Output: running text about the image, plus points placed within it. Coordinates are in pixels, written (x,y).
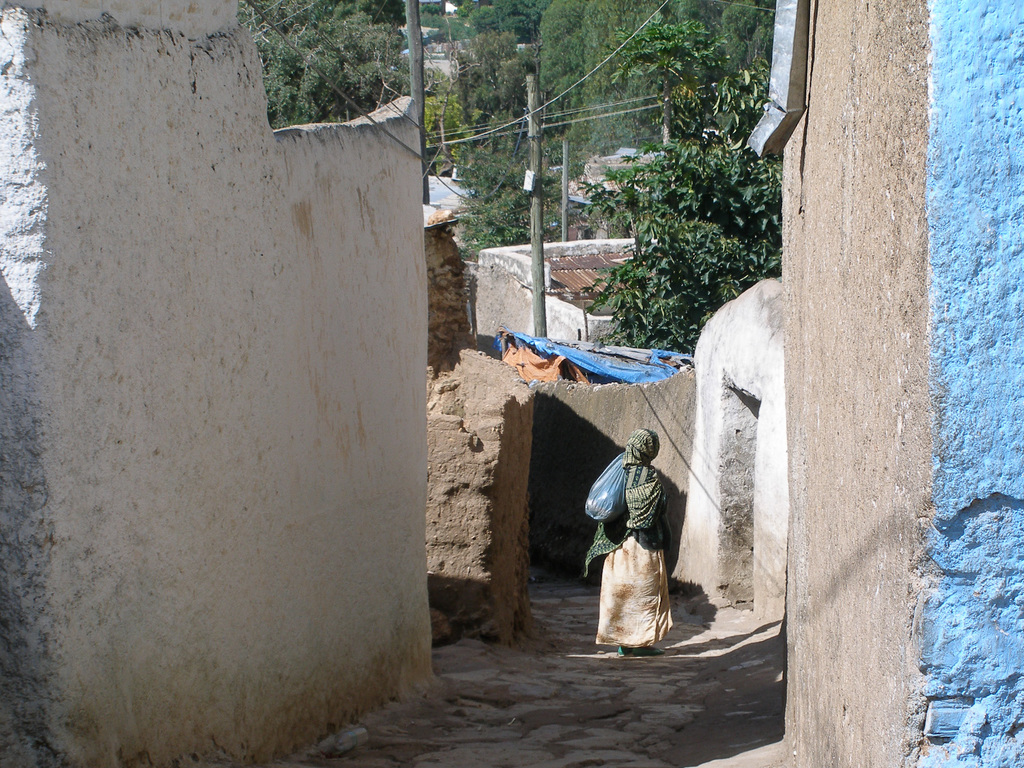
In the middle of the picture (628,460), we see the woman (637,523) in a green and white dress (638,576) is walking in the streets (642,665). On the left side (201,187), we see a white wall (270,345). On the right side (951,213), we see a wall (981,467) in blue color. There are buildings (483,316), trees (467,223), blue color plastic sheet (584,351), electric poles (541,115) and wires (570,112) in the background (538,100).
